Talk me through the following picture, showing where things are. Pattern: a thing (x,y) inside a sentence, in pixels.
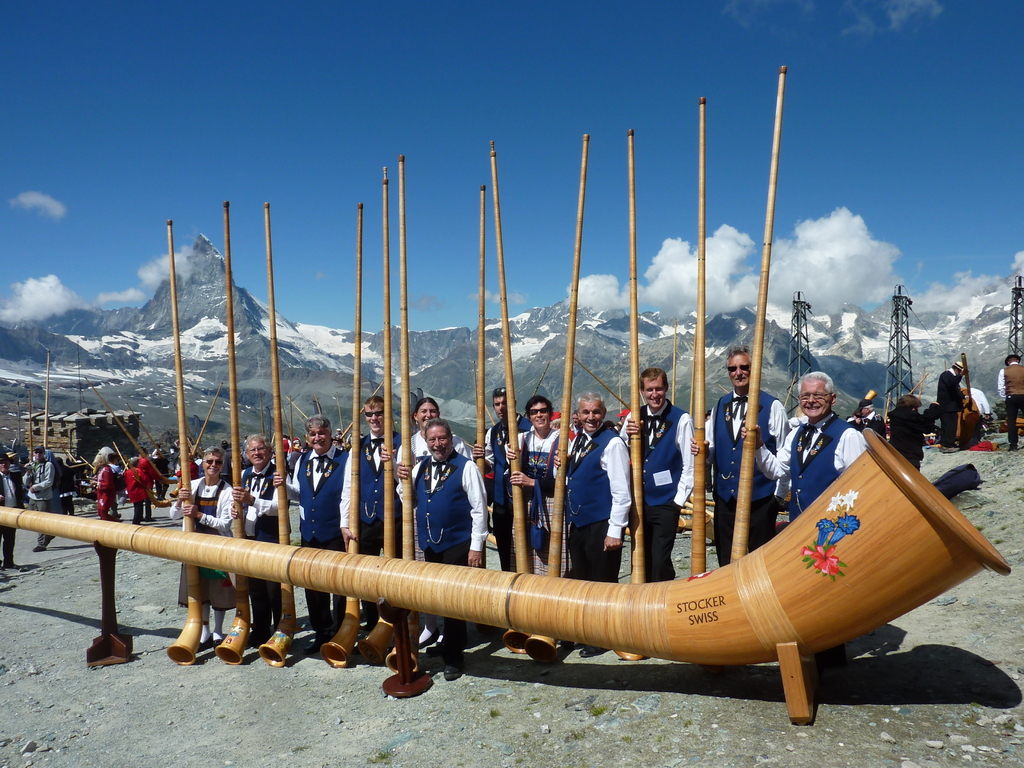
In the image there are few old people (381,494) in vest coats (809,471) holding big musical instruments (700,563) standing behind a huge wooden pipe (862,566) and behind them there are hills (217,356) with snow (322,336) on it and towers (801,309) on the right side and above its sky (789,248) with clouds (837,225).
